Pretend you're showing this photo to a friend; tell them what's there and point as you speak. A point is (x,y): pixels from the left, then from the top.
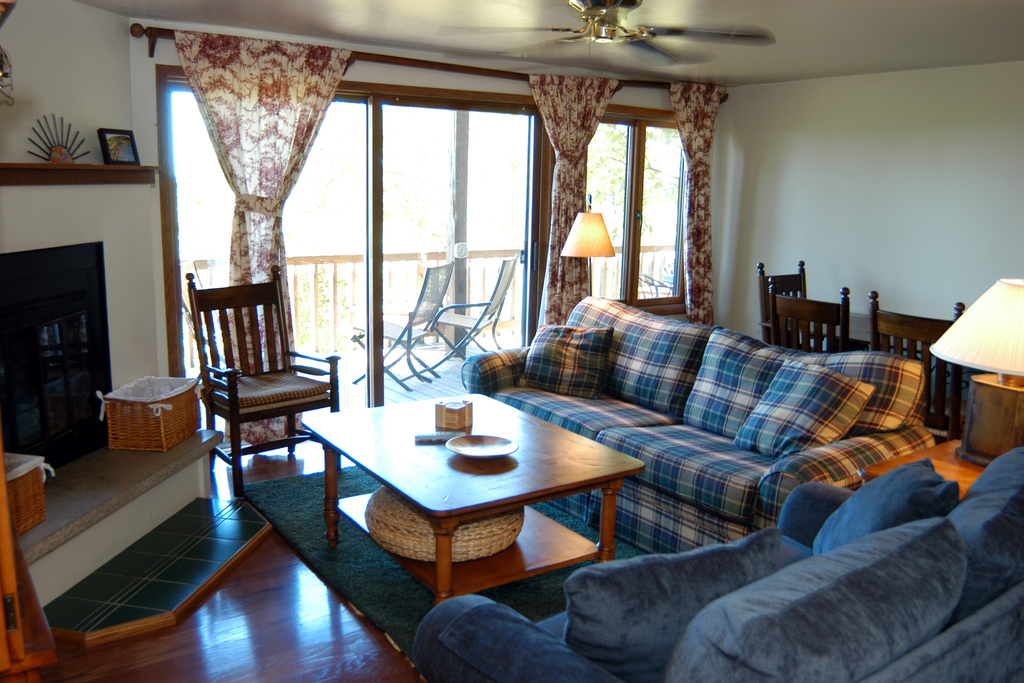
In this image I can see there is a sofa (730,417), a table (431,402), a chair (243,381) on the floor (255,612). I can also see there is a curtain (308,141), a fan (642,28), a white color wall (890,131), a lamp (996,429) and a fireplace (61,407) on the floor (221,625).
